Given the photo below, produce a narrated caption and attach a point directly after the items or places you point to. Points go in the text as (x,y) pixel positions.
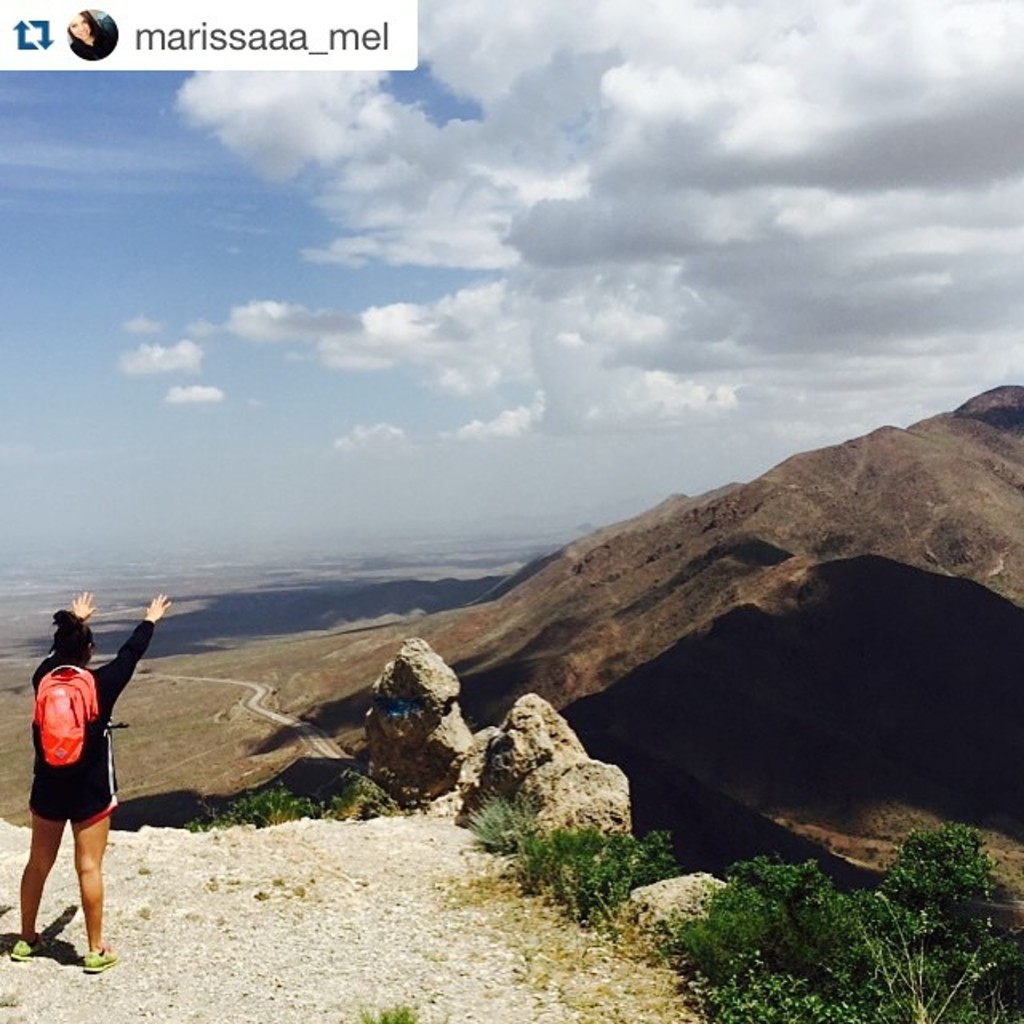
In the picture we can see a woman (36,739) standing and on the hill surface (436,819) wearing a bag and raising her hands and besides her we can see some rocks (439,804), plants (702,958) and behind it, we can see a rocky hill (669,670) and behind it we can see a desert plain (443,556) and in the background (400,461) we can see a sky (282,407) with clouds (424,322).
